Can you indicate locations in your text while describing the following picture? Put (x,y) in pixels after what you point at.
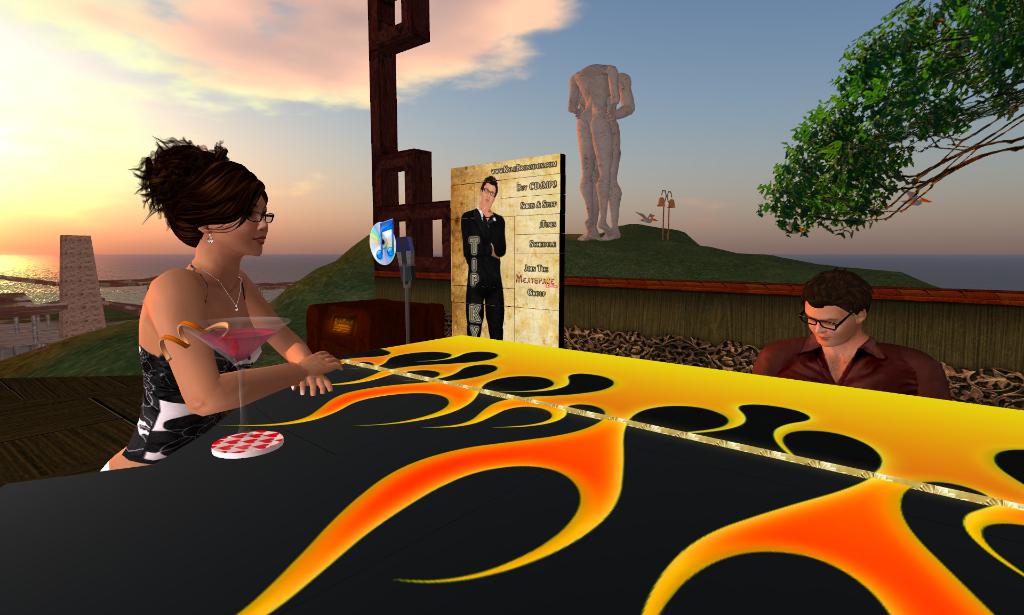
In this image we can see a graphical image of two persons (191,224) sitting in front of table (373,492) on which a glass (232,333) is placed. In the background (853,199) we can see a tree (882,145), statue (594,122), mountain (659,237) and cloudy sky (217,57).
